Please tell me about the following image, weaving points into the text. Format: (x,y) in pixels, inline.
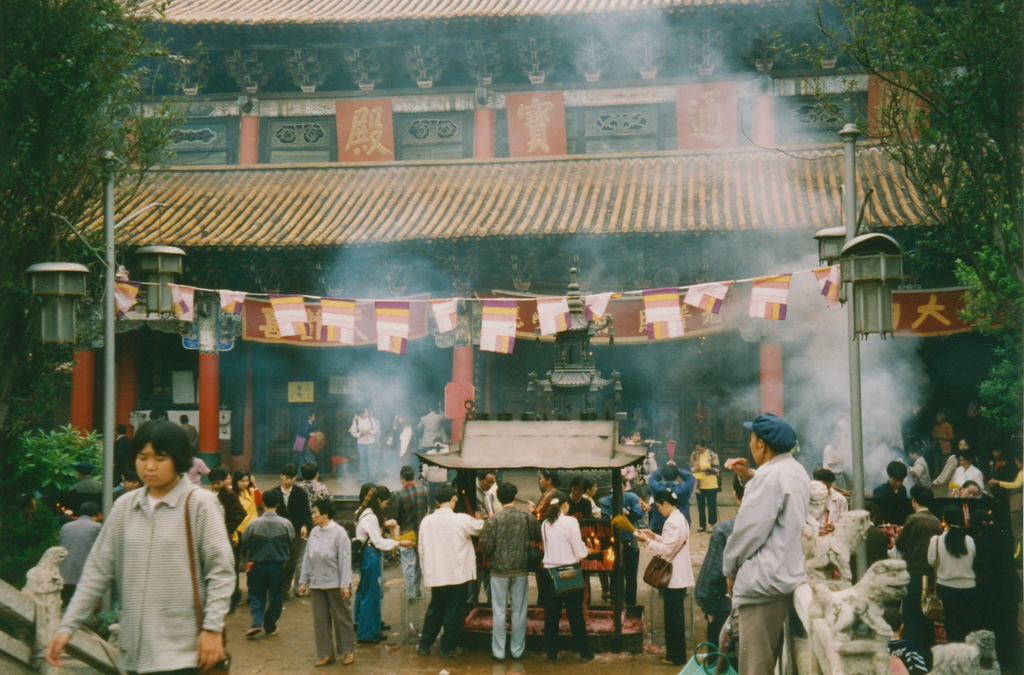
In this image we can see many people (573,491), few are standing and few are walking. In the background (334,144) we can see a temple (604,109). Image also consists of trees (73,161), poles (106,363) and a rope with flags (704,297). In the center (517,434) there is roof (570,451) for shelter (533,435).
